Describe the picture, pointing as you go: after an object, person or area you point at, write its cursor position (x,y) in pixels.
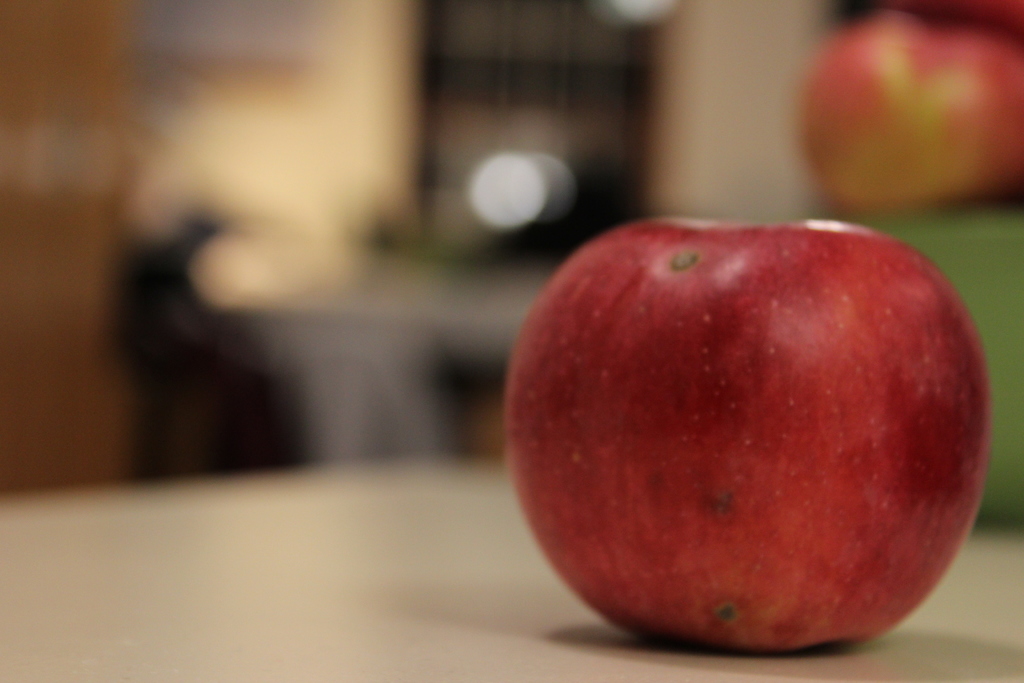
In this image we can see an apple (645,505) on a surface (395,565). The background of the image (448,115) is blurred.
